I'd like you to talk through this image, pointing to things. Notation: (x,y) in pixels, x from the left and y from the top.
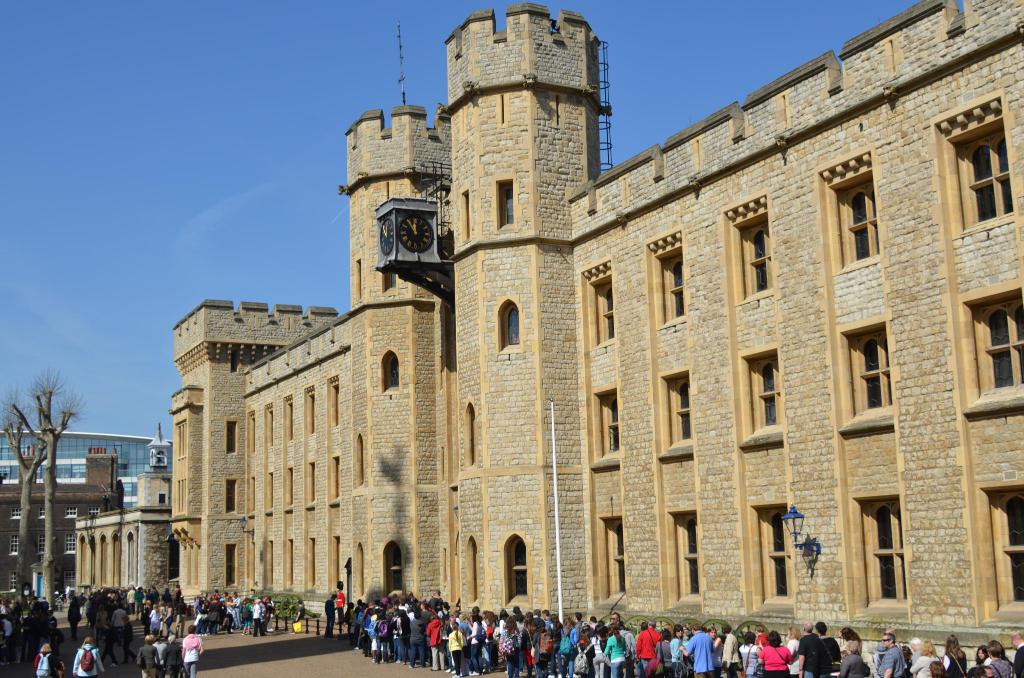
In this image there are buildings (421,476), on the buildings (390,163) there is an antenna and a clock (418,240). In front of the building (406,472) there are a few people (143,654) standing and there are trees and a lamp post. In the building (760,539) there are lamps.
